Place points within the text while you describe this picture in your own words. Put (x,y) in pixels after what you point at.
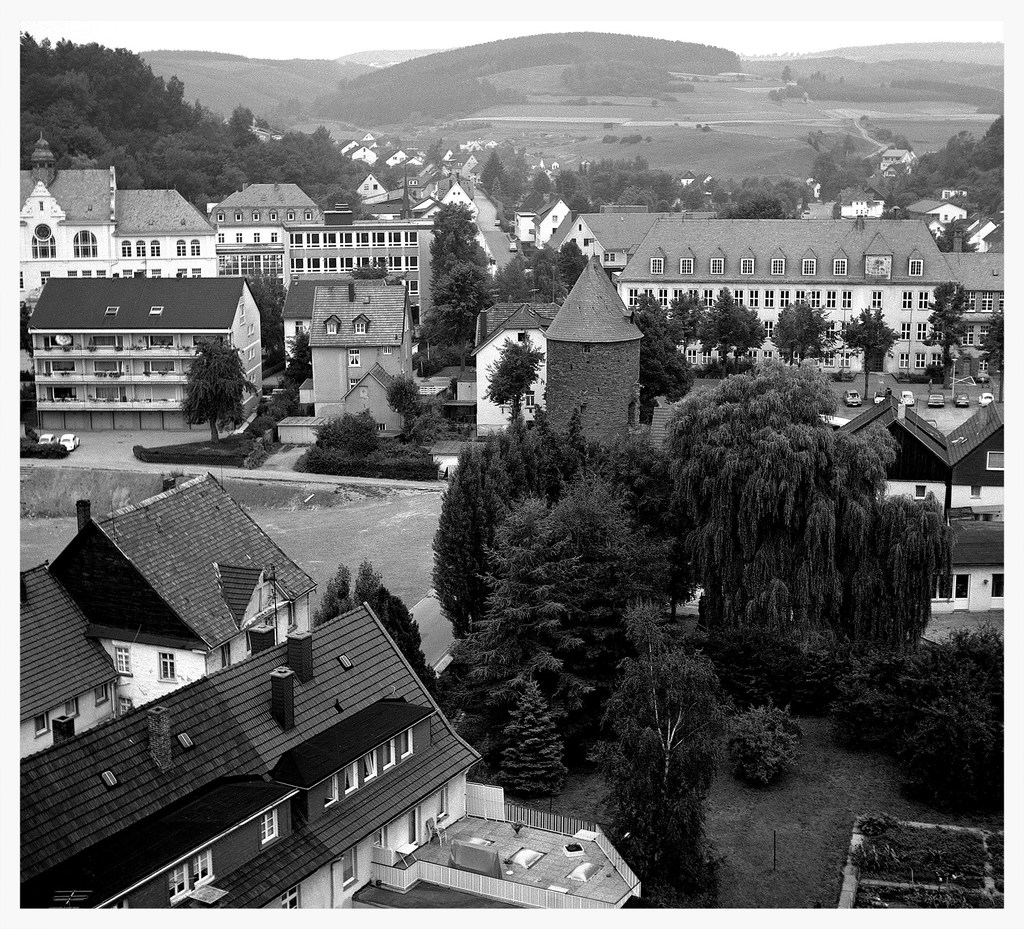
This is a black and white picture. Here we can see buildings (972,260), trees (644,604), plants (788,745), grass (750,808), vehicles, ground (499,115), and sky (848,43).
